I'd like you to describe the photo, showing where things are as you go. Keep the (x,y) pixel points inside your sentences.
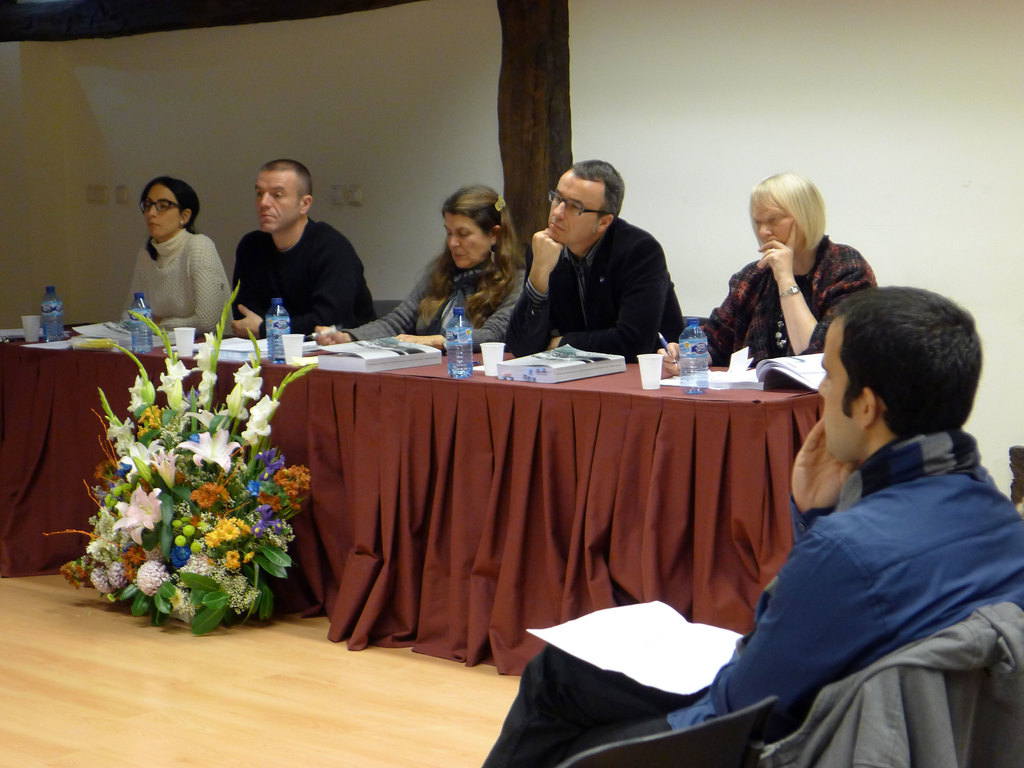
This picture is taken in a room (867,200). There are five people (855,269) sitting besides a table (546,355). The table (556,415) is covered with a red cloth (549,411), on the table (606,430) there are glasses (645,371), bottles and books (623,370). In front of a table (298,382) there is a bouquet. Towards the right corner (882,627), there is a man (845,541) wearing a blue shirt (860,519), black jeans (582,691) and there is a paper (728,638) on him.
